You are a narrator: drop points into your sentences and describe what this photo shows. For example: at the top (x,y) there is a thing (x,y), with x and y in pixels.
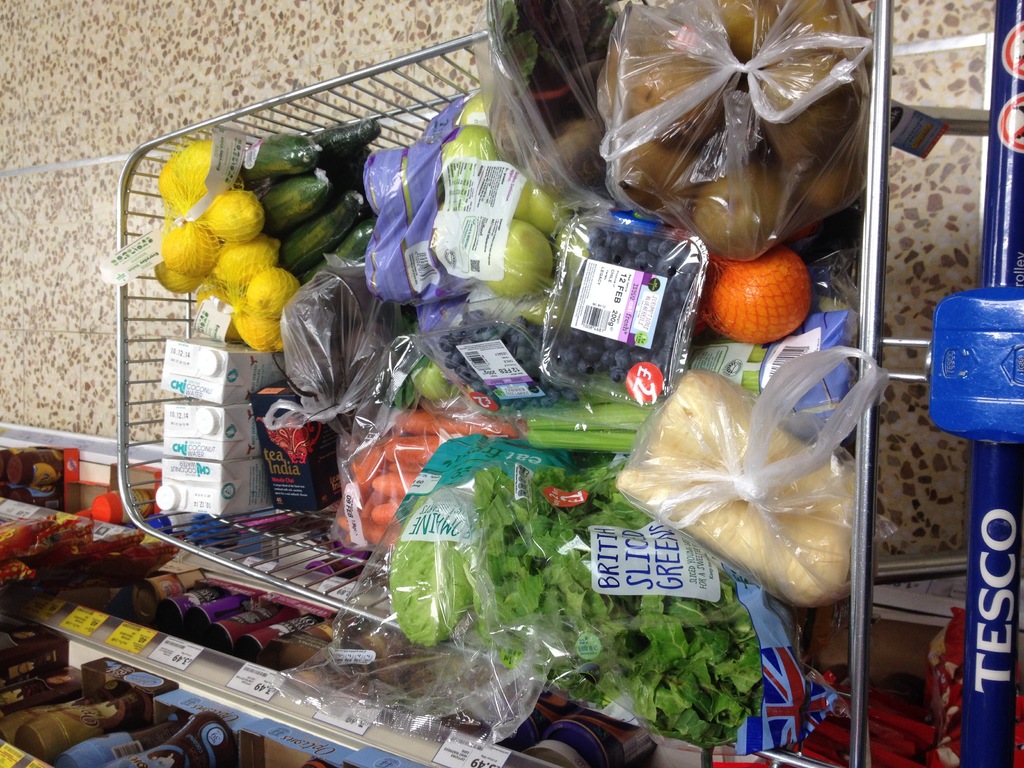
In this image we can see few vegetables (427,392) and objects (241,432) in the trolley (999,254) on the floor (98,175), beside the trolley (496,553) there are few bottles (187,724) and objects (169,693) in the racks (215,663).
